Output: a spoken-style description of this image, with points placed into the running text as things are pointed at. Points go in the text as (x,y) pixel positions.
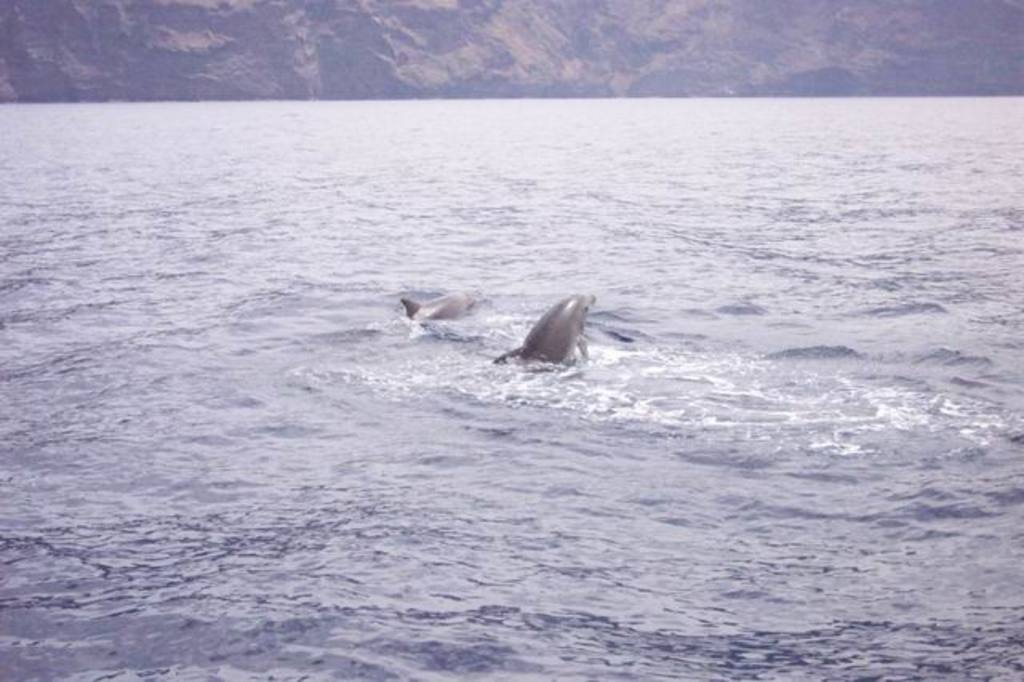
There are dolphins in the water (714,318) in the foreground area of the image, it seems like mountains (471,29) in the background (519,34).
